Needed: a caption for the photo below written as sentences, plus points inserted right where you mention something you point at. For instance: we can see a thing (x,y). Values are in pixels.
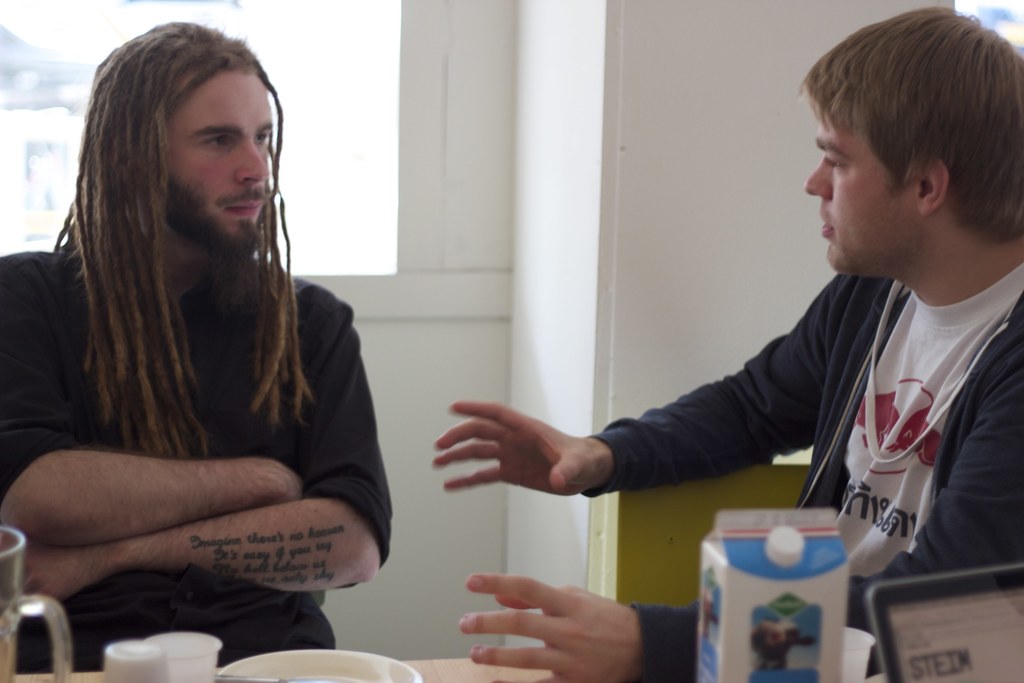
In this image there are two persons (979,534) sitting on the chairs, there are glasses (130,666), plate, a sachet (748,625), a device (891,614) on the table (535,676), and in the background (552,73) there is wall (555,190), window (189,17).
